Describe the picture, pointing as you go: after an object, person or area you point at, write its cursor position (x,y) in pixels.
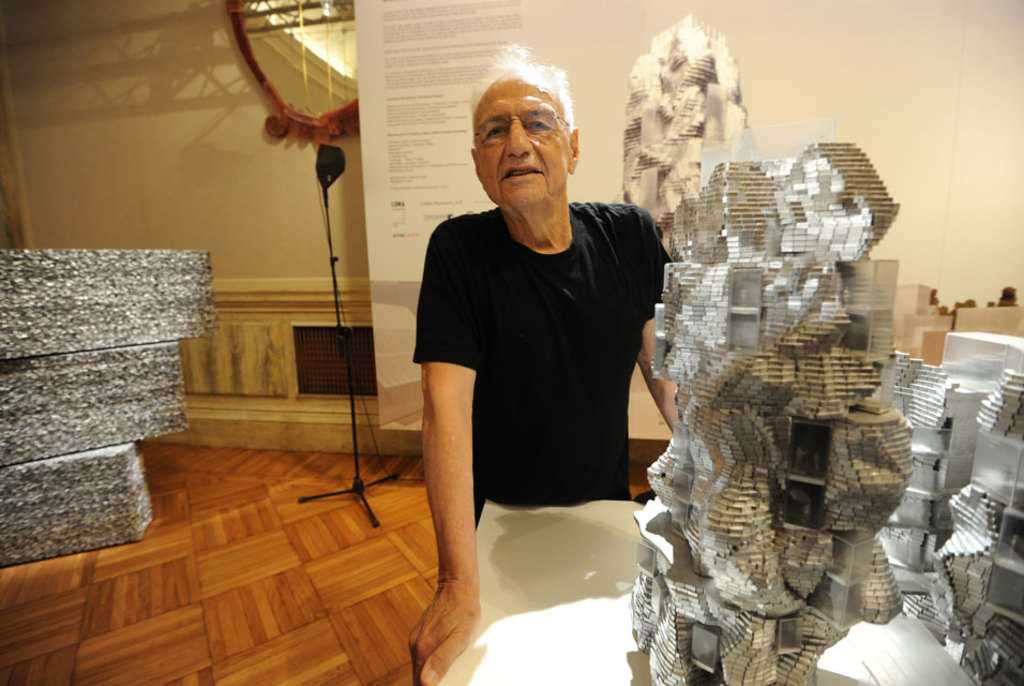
In this image we can see a person (534,326) standing in a room (368,532) and holding a table (630,573) and there are some objects (786,508) on the table (836,652), in the background (419,395) there is a stand (334,162) and a banner (422,83) with text (422,115) and on the left side (86,375) there are some objects (143,391).
